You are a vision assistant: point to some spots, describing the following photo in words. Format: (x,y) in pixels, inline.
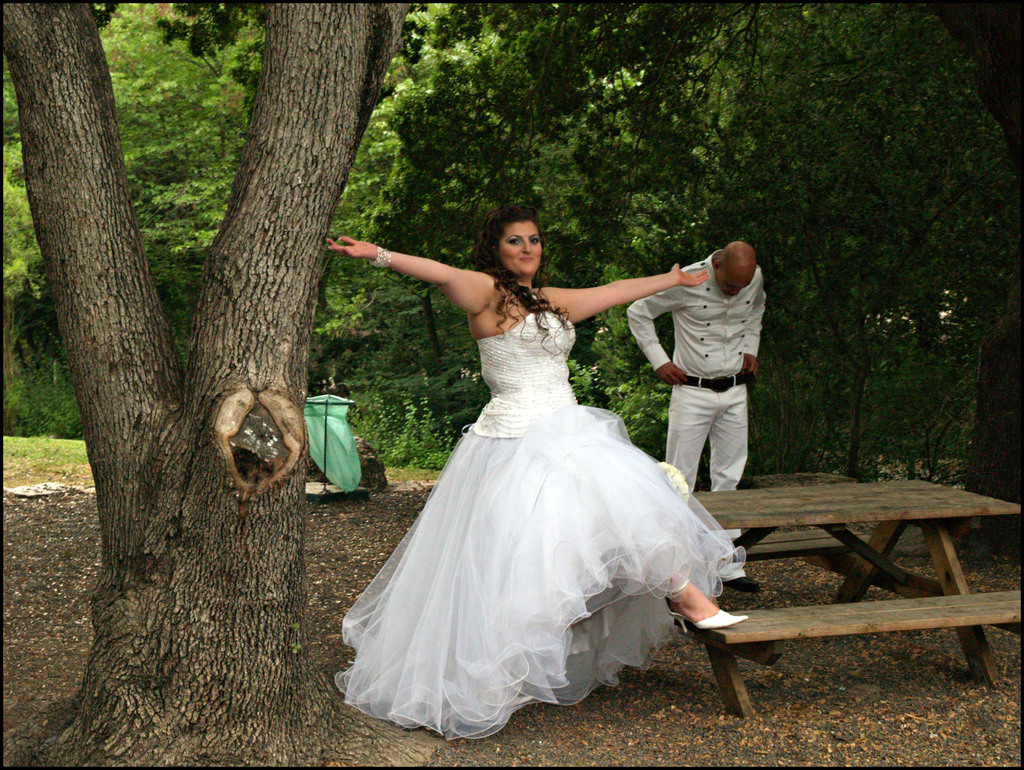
A woman (584,430) wearing a white gown (515,476) is stepping on a bench (731,628). Behind her a man (715,345) is standing. On the right side (906,517) there is a table (833,511) and benches (794,549). On the left side (263,452) there is a tree (210,323). In the background (550,115) there are many trees (738,137).
